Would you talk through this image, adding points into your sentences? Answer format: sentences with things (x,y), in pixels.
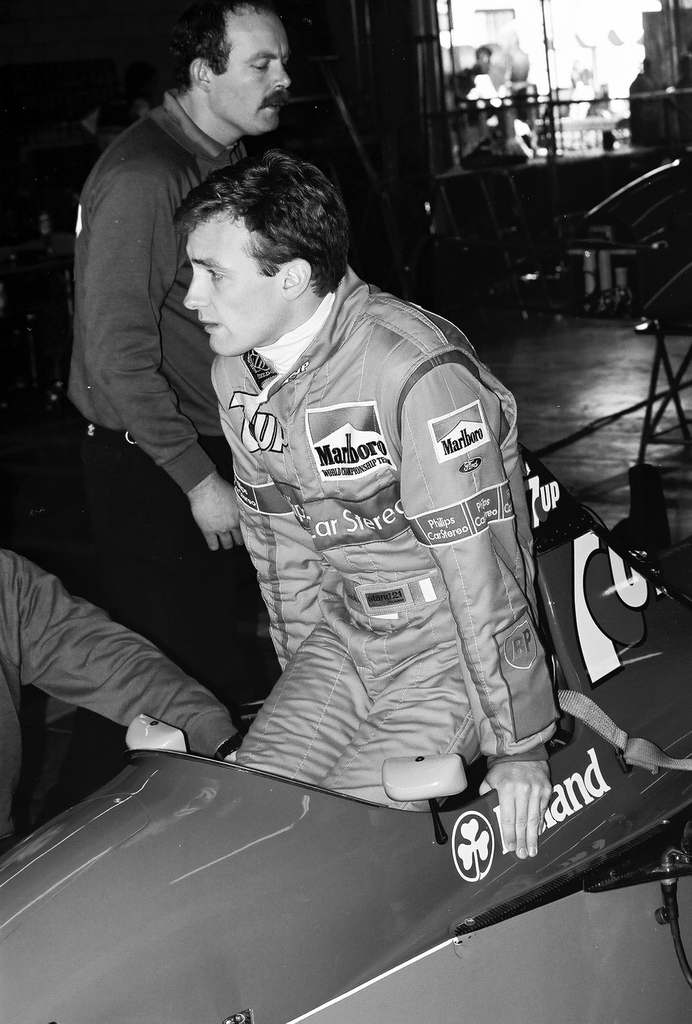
In this picture there is a person (287,544) who is sitting on a vehicle (477,796). There is man (186,181) who is standing behind the vehicle (187,862). On the left side (92,639) there is a person's hand (100,658) who is wearing a jacket (83,639). On the top right (546,31) there is a window (558,69). And on the right side (671,391) there is a stand (656,351).
